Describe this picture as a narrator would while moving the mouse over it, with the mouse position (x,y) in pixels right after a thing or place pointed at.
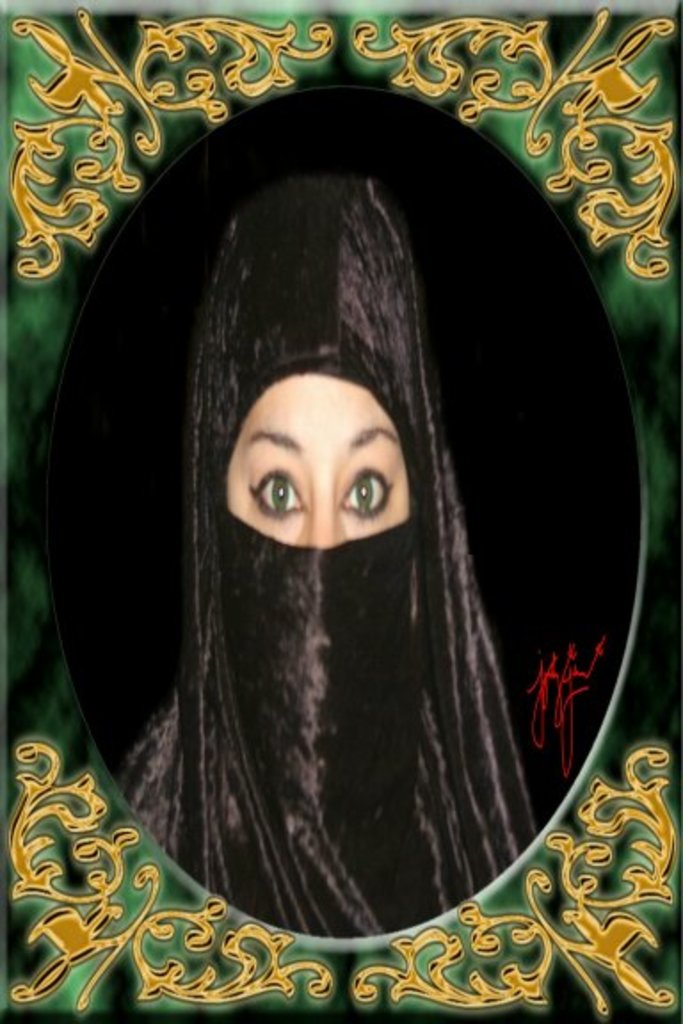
In this image I can see a person (233,554) is covered with black color cloth (305,588). In front (64,940) I can see a green and gold frame (40,886). Background (564,406) is in black color.
